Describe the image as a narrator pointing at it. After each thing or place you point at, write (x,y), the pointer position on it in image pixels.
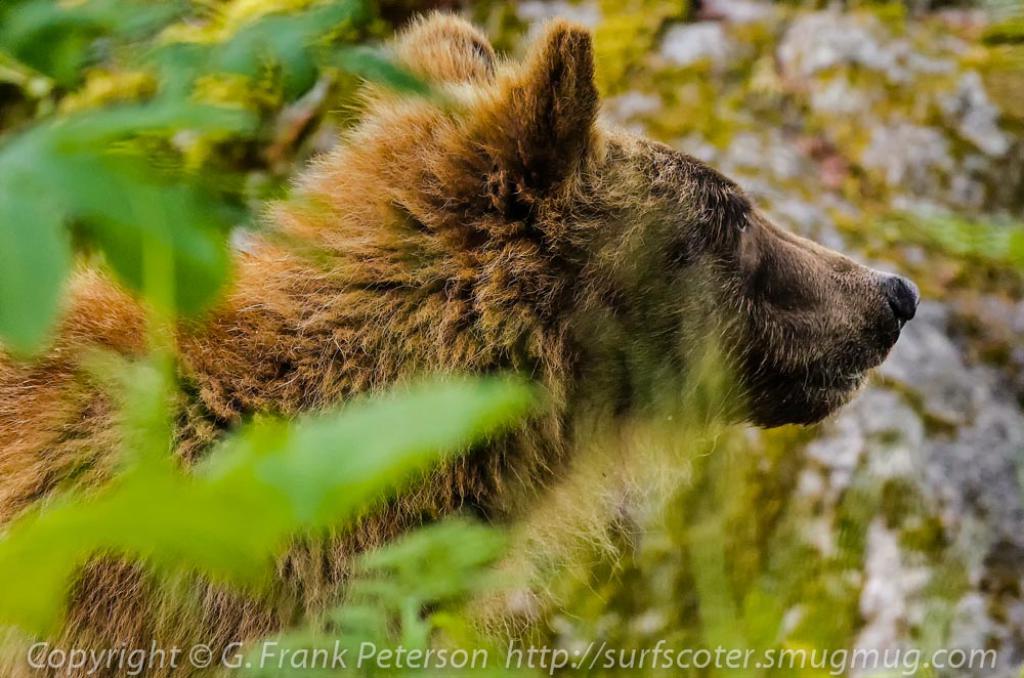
At the bottom of this image (676,656), there is a watermark (657,659). On the left side (242,390), there is an animal (358,148). Beside this animal (241,307), there are leaves (146,387) of the trees (49,278). And the background (953,199) is blurred.
